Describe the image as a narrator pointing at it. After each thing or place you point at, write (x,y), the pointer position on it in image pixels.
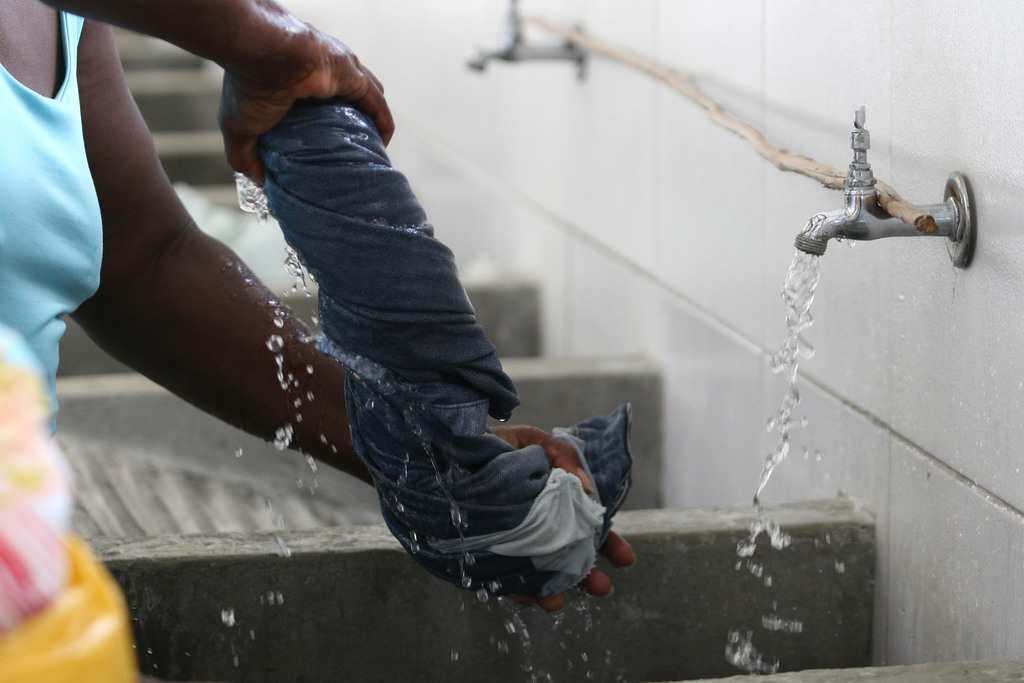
In this picture we can see a woman (67,182) holding a cloth (438,543) with her hands (550,437), taps (507,51), stick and in the background (842,287) we can see the wall (570,218).
